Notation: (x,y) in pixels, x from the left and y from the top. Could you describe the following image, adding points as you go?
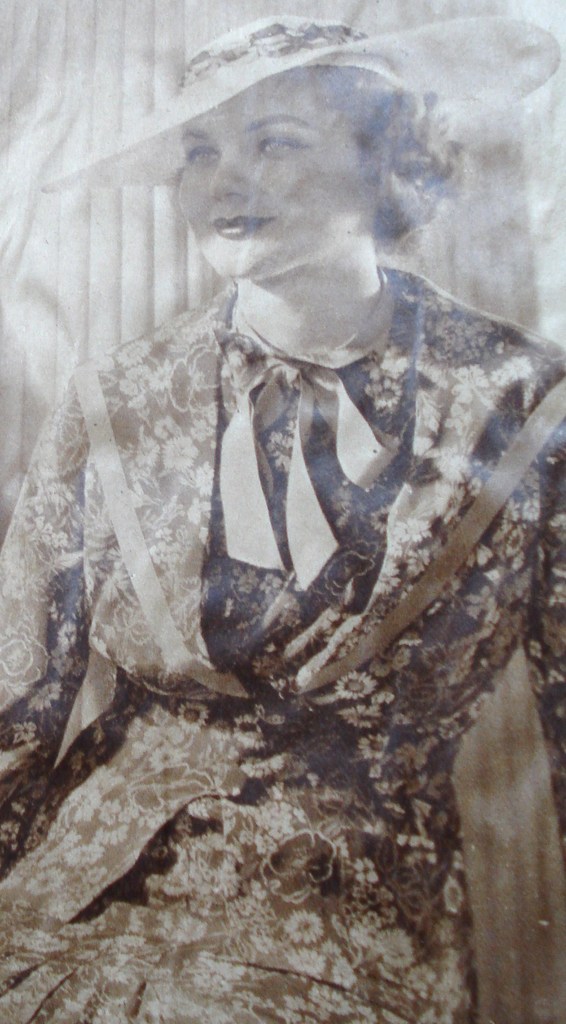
In this image, we can see a person (415,544) wearing clothes (415,544) and hat (345,41).
